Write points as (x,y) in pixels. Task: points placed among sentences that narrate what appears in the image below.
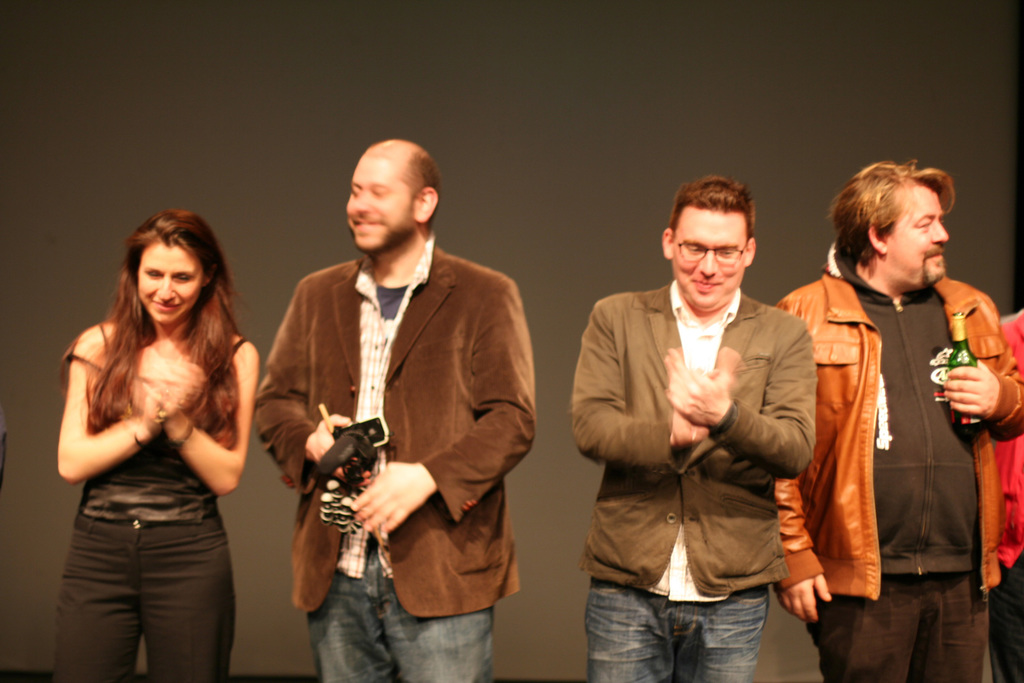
In this image we can see some persons (461,521) standing, most of them wearing suits (501,426), two persons (626,480) applauding and a person (396,480) holding some object (347,512) in his hands (409,496) and the other is holding bottle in his hands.
